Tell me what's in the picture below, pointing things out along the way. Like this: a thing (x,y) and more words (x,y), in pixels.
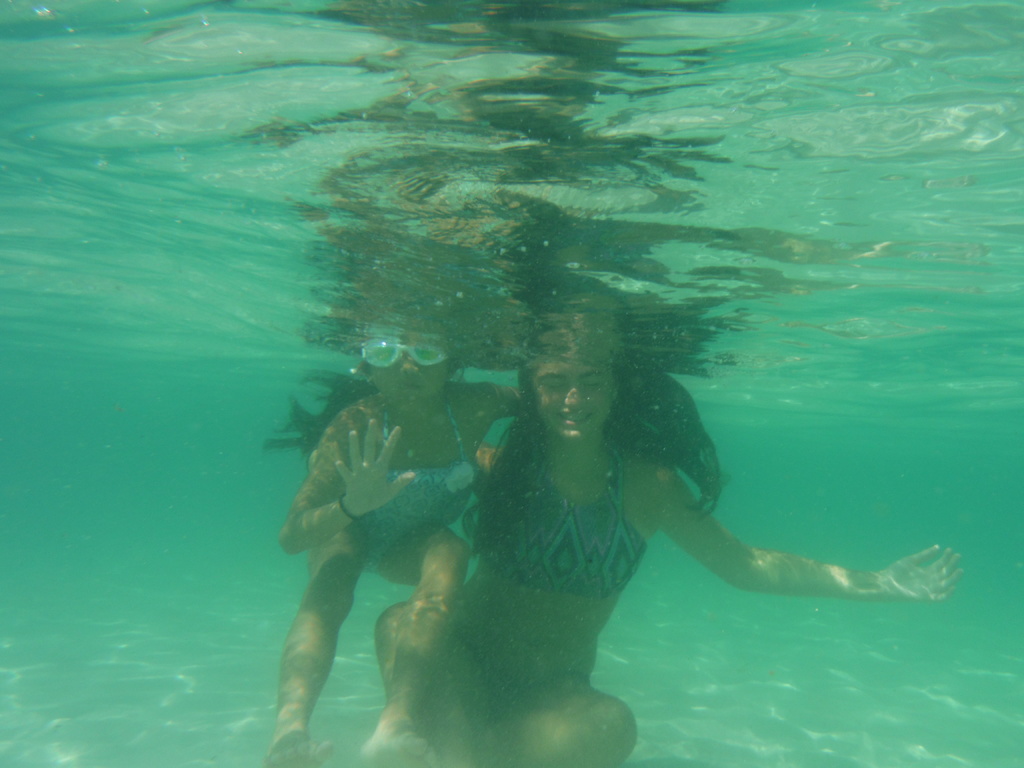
In this picture there are two women (401,365) inside the water (651,595). One of them is wearing goggles (434,358) and they are smiling.
